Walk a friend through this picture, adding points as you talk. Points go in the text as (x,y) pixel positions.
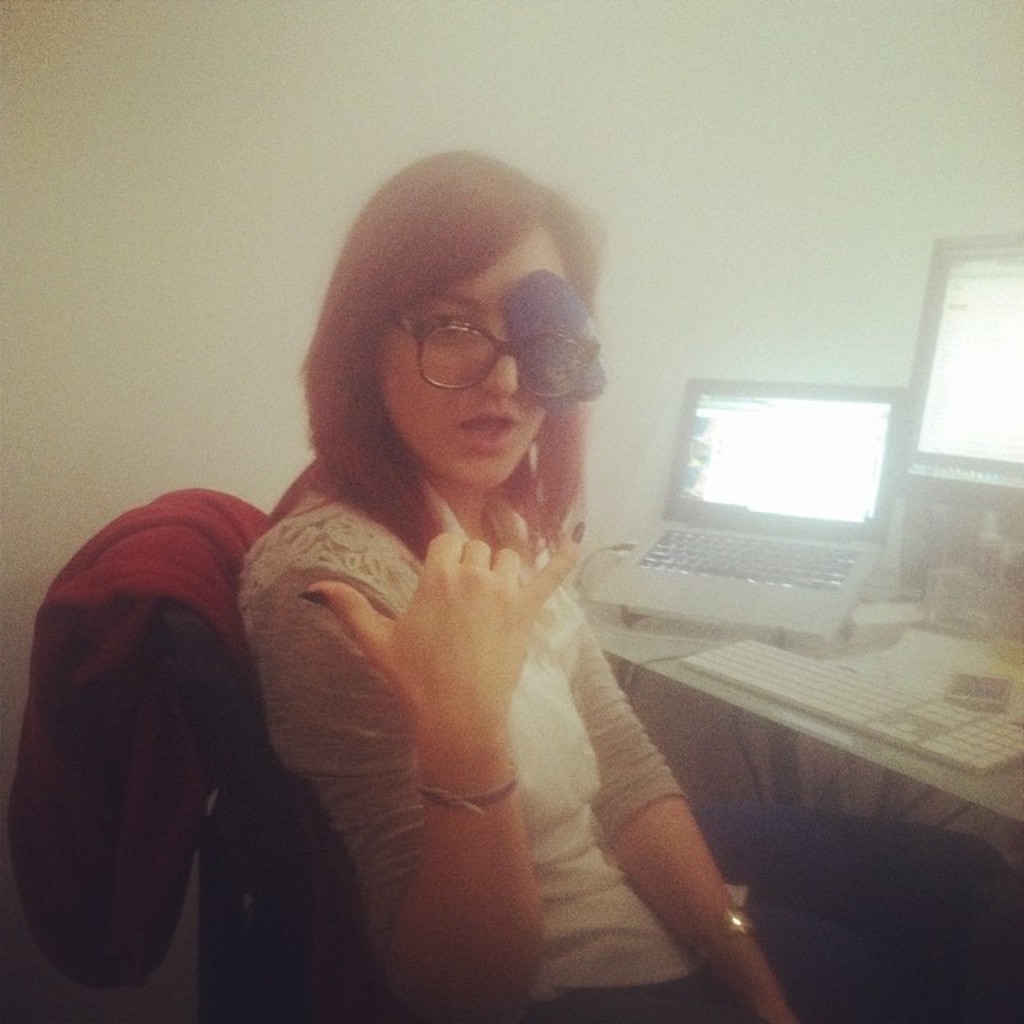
In this image, we can see a person (414,560) wearing spectacles (434,369) and sitting on the chair (239,679) beside the wall (208,428). There is a table (675,658) on the right side of the image (909,748) contains monitor (948,461), laptop (776,476) and keyboard (976,735).
